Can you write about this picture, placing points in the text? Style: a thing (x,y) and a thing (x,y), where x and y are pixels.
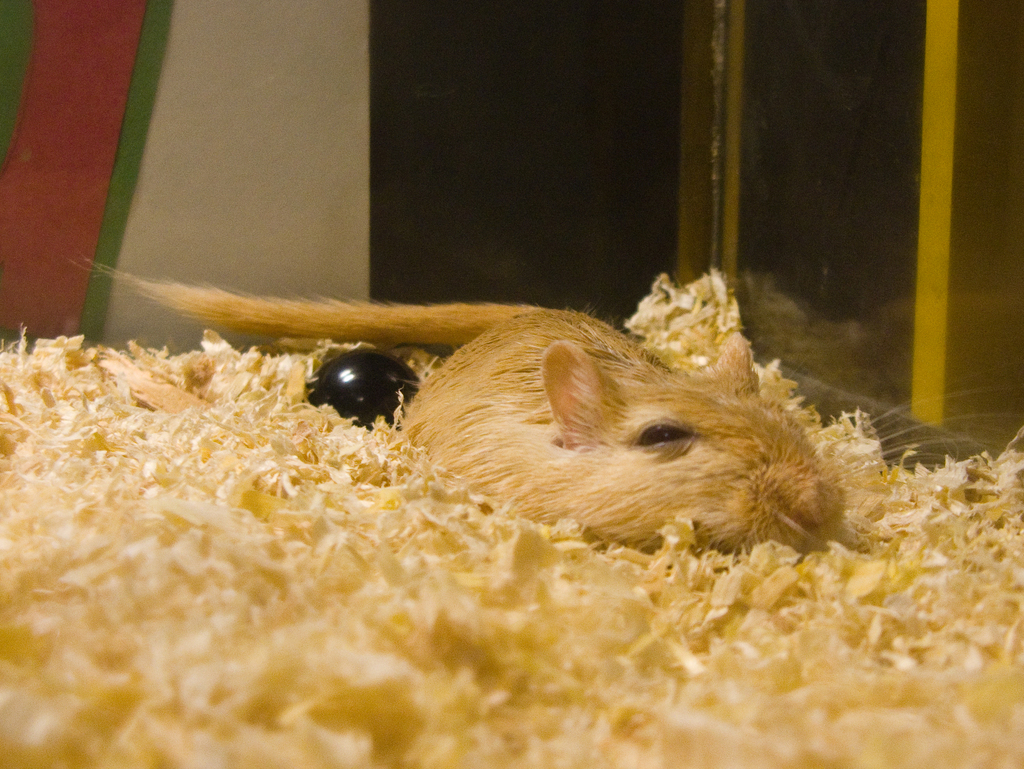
In the image there is an animal (555,427) kept in a glass box (743,95), around the animal (639,444) there is some waste material (464,639).
